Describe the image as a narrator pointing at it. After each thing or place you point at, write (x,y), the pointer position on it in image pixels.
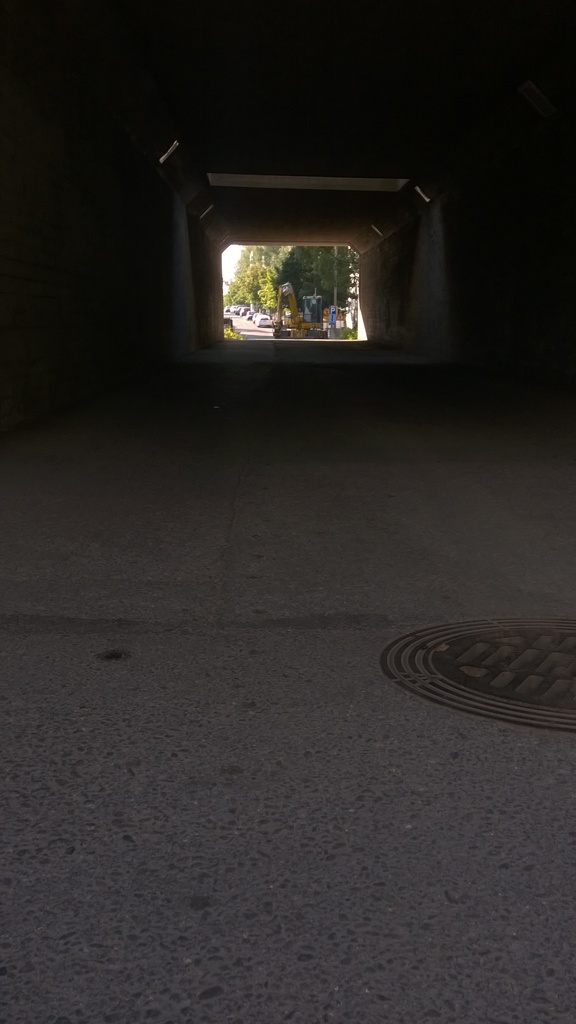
In this picture there is a subway (184,230) at the top side of the image (469,284) and there are cars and trees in the background area of the image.
